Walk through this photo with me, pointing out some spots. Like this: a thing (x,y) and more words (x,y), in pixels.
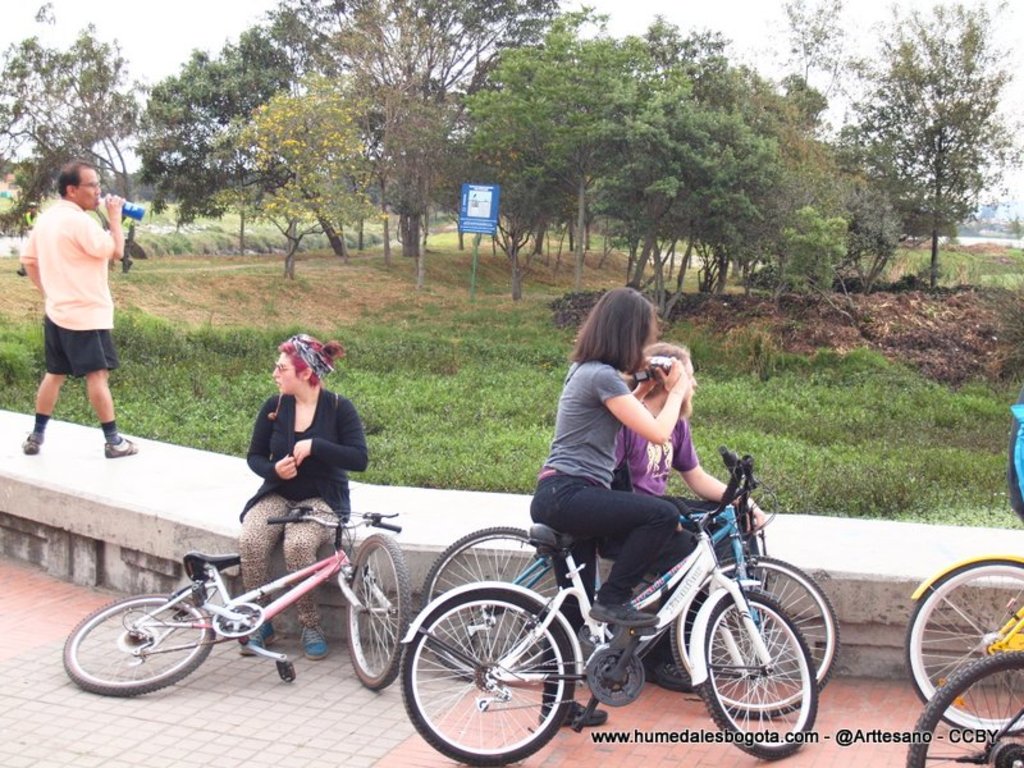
In this picture there are group of people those who are standing and taking rest at the side of foot path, area (407,404) where they stood is greenery (979,428) and some trees (761,243) are there around there area of the image, the person (133,446) who is standing at the left side of the image (109,396) is drinking the water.
